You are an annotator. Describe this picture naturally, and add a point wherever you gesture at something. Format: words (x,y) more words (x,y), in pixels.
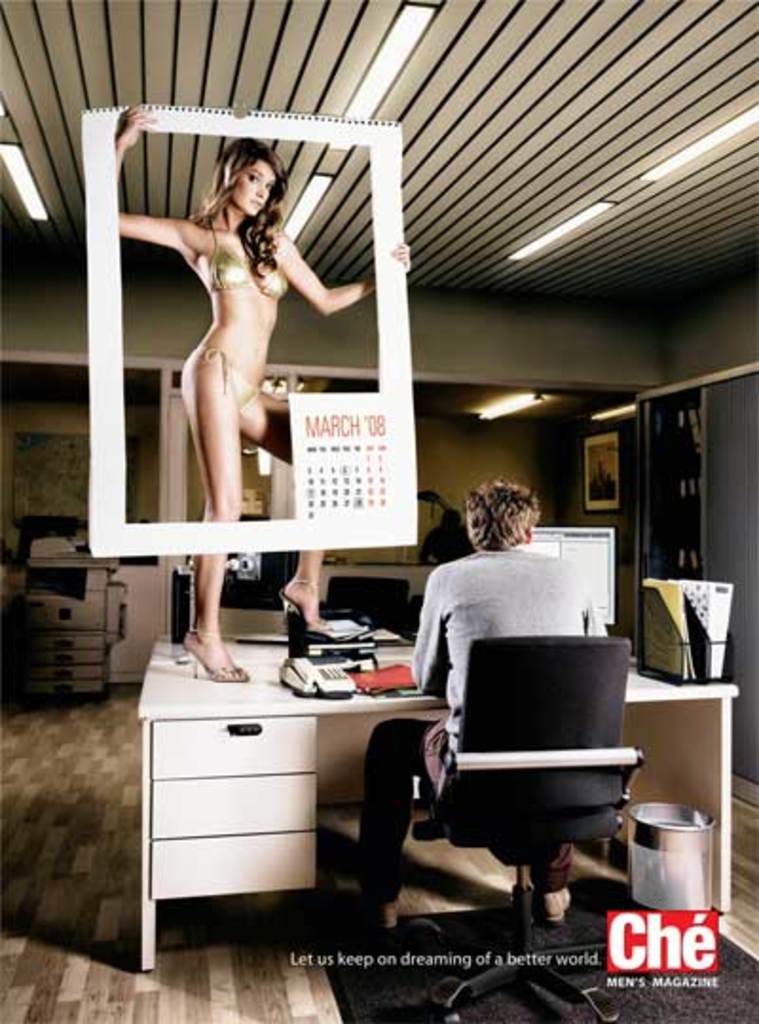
In this image we can see a man (568,874) sitting on the chair (597,671) near table (685,718). We can see a woman (364,288) standing on the table (194,733).
